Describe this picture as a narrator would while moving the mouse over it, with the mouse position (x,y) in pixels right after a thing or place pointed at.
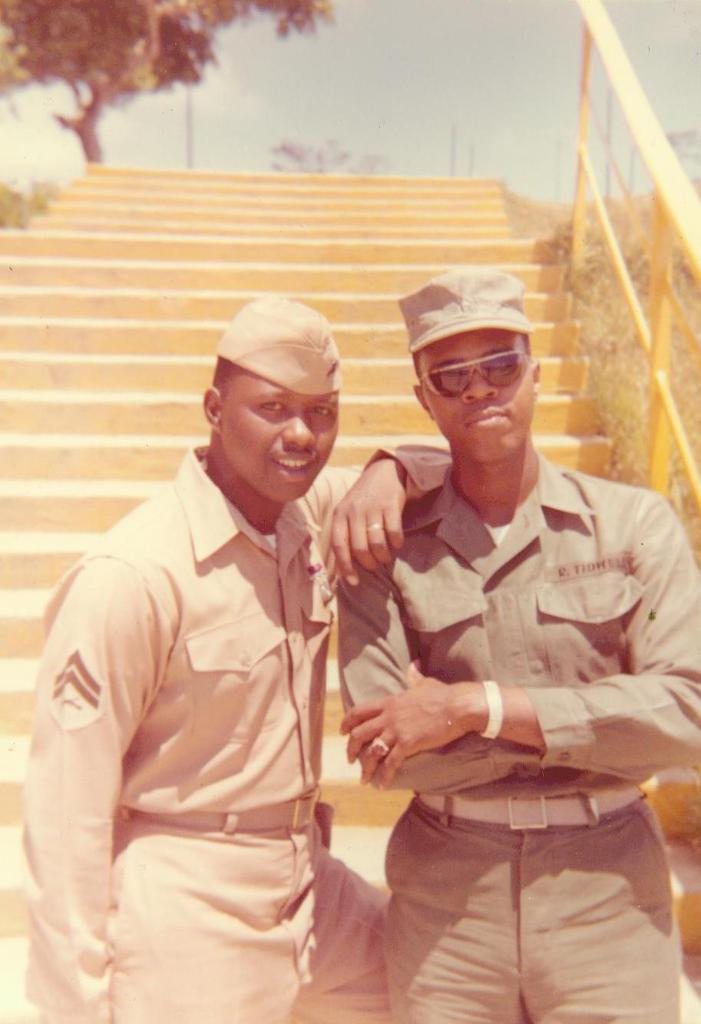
In the center of the image (432,482), we can see people (410,513) wearing uniforms (183,525) and are wearing caps (334,392) and one of them (480,396) is wearing glasses (495,361). In the background (123,237), there are stairs (126,220) and we can see trees (157,41) and there is a railing (582,226).
